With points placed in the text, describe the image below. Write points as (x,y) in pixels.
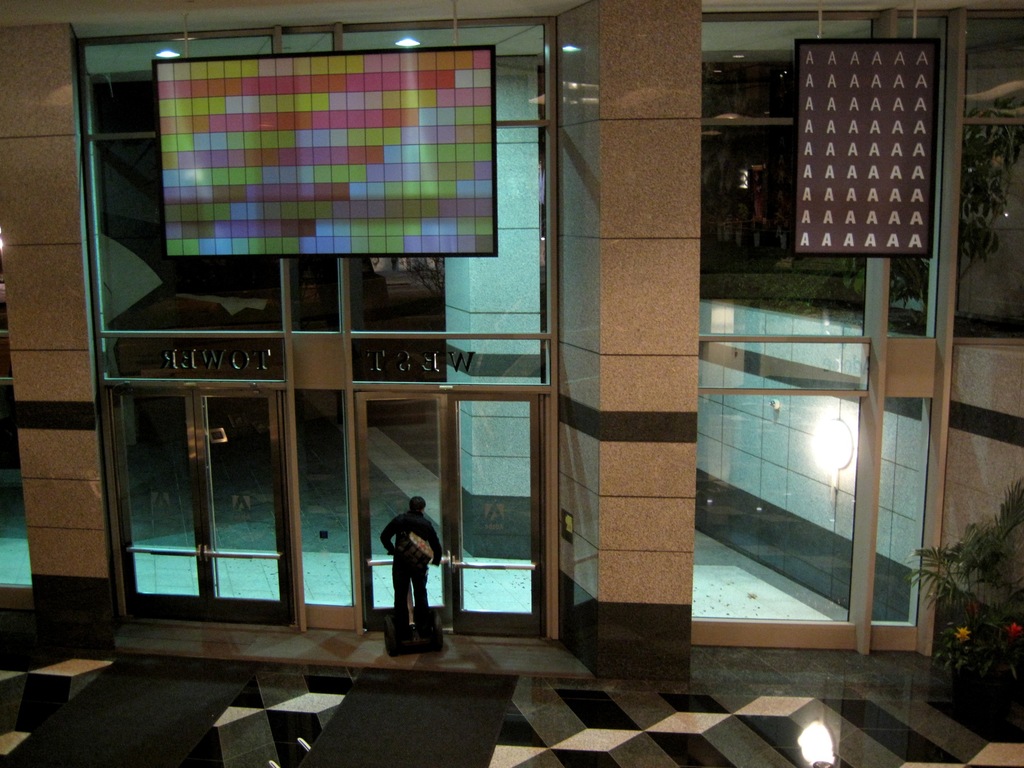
In the foreground (493,659) I can see a person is on the floor (532,662) and houseplants (986,711). In the background (512,627) I can see a door (243,396), boards (814,186) and a wall (681,292). This image is taken in a building (348,577).
